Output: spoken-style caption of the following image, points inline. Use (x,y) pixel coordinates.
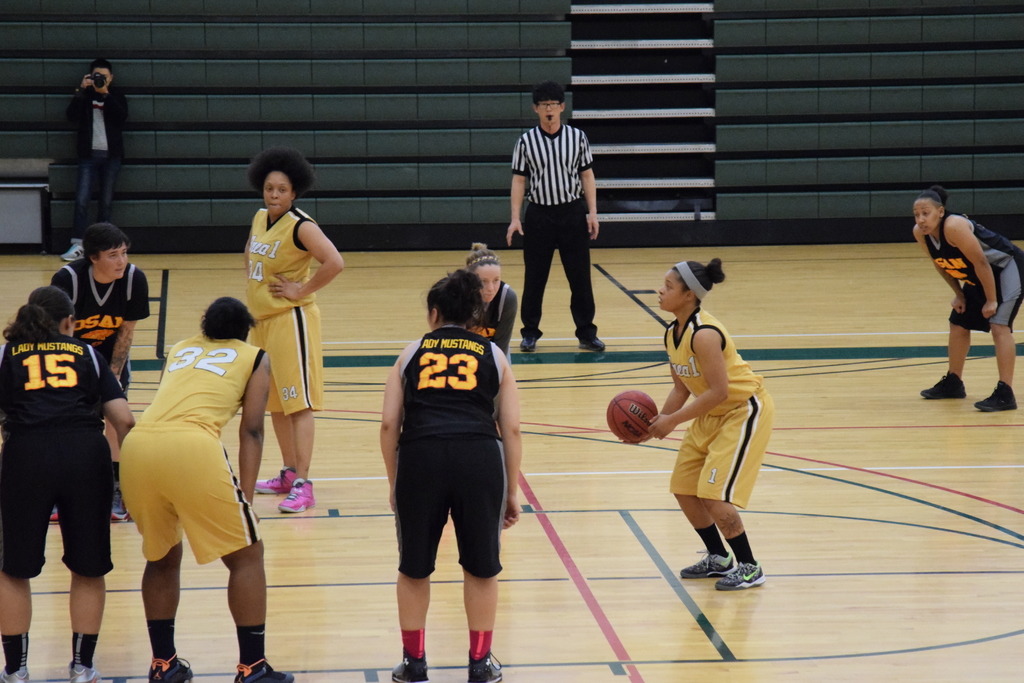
In this image we can see a few people (223,384) among them some are playing basketball and we can see a person (103,155) holding a camera (94,76) and taking the picture, in the background (634,40) we can see a staircase (706,6).
